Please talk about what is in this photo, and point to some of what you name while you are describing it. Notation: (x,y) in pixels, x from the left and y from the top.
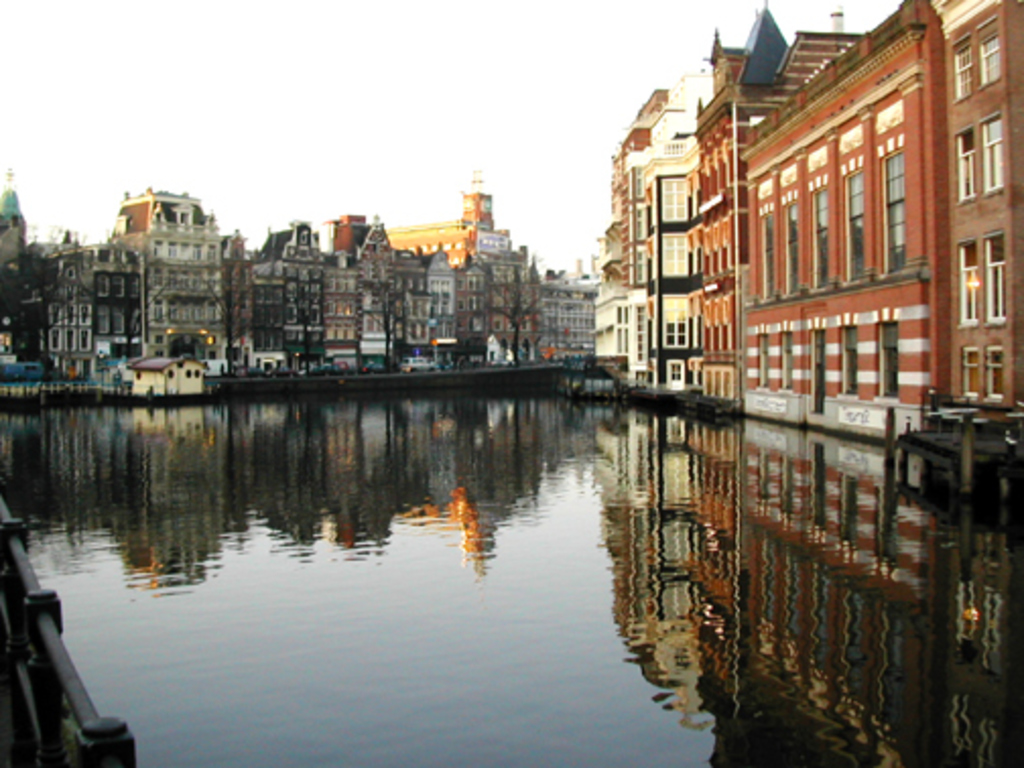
This is an outside view. At the bottom (227,656) there is a canal (332,500). In the bottom left (36,648) there is a railing (65,653). In the background (460,291) there are many buildings (495,291), trees (515,307) and also I can see few vehicles (383,370). At the top of the image (379,89) I can see the sky (240,75).
